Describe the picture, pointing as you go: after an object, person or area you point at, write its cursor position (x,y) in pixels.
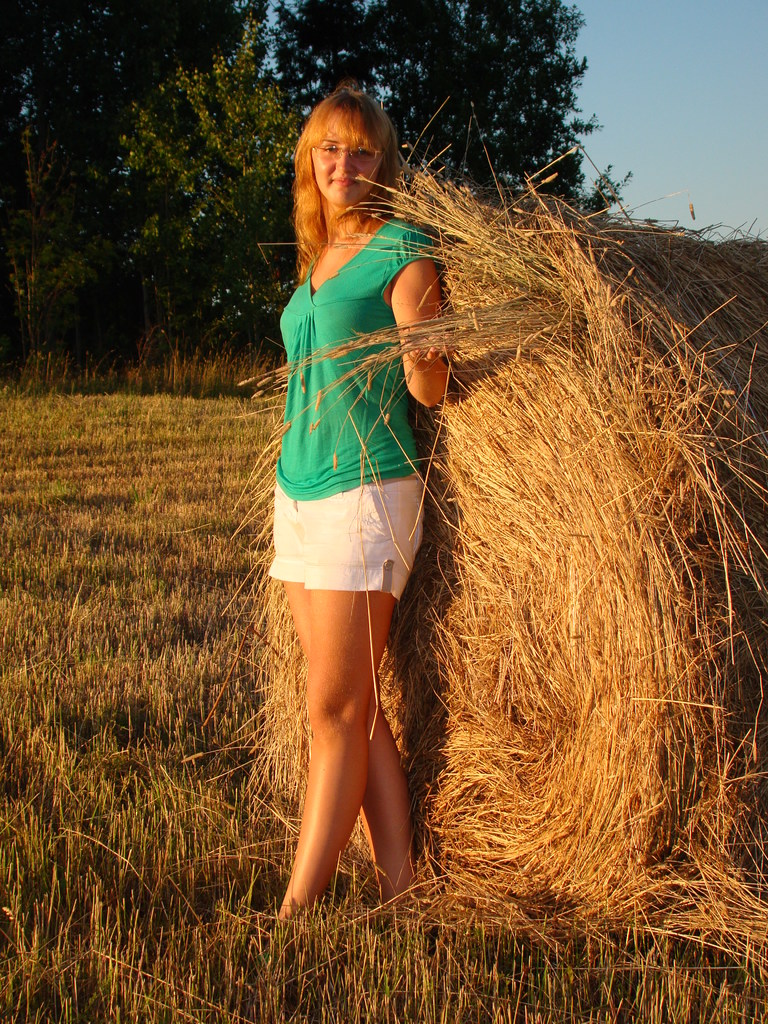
In this picture there is a girl (328,570) who is wearing green t-shirt (348,316), white short (327,500) and spectacle (370,157). She is standing near to the dry grass (574,431). In the background (52,55) we can see trees (540,133). On the top right corner (622,104) there is a sky (721,160). Here we can see a farmland (124,442).
